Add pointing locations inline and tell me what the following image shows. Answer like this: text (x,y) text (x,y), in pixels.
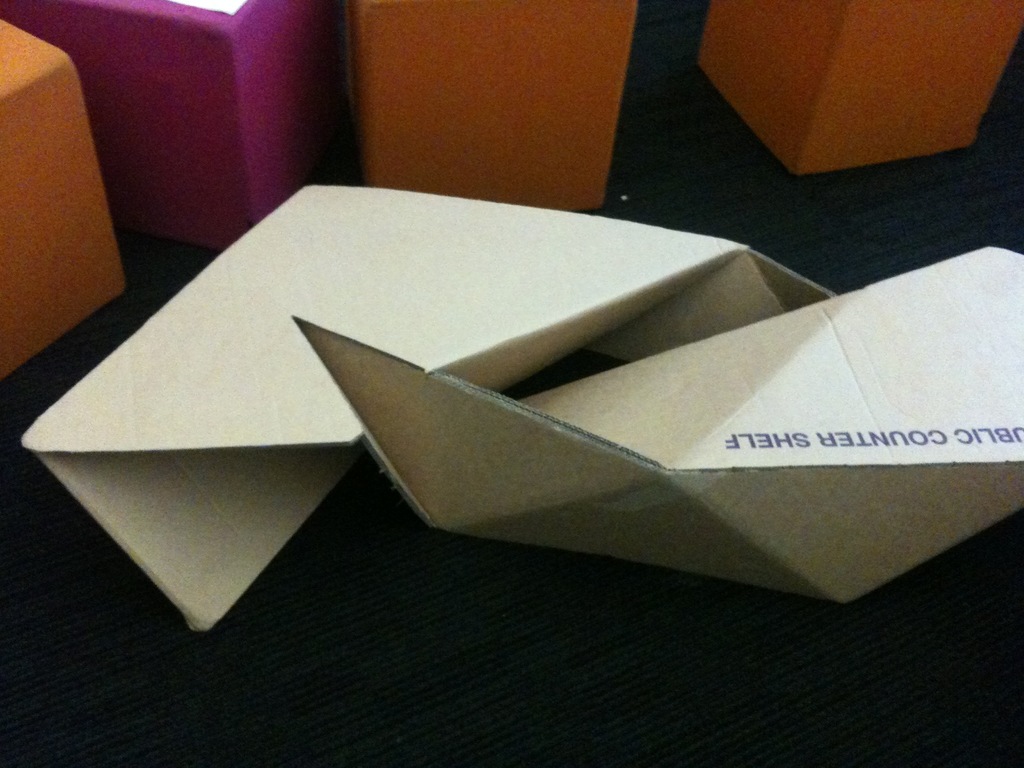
In this image I can see boxes (821,96) and cardboard crafts (647,471) on the floor (492,640). This image is taken may be in a hall (559,429).
